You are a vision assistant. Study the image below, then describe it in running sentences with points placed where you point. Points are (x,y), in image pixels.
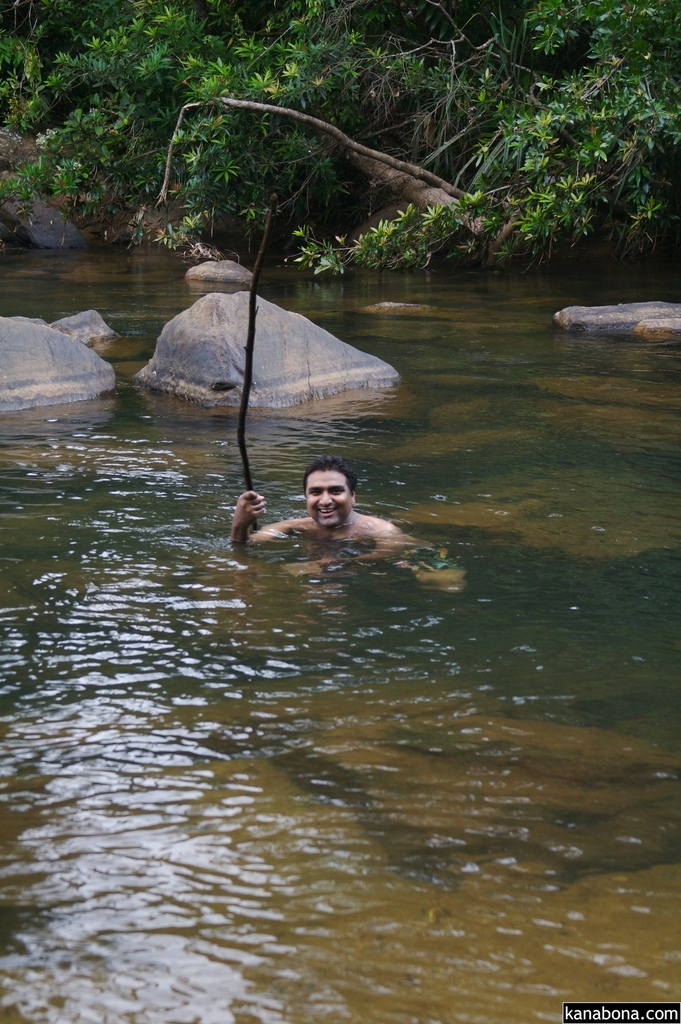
In this image there is a person (402,553) in water (235,568), and in the background (561,14) there are trees (134,15), rocks (353,345) and there is a watermark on the image.
